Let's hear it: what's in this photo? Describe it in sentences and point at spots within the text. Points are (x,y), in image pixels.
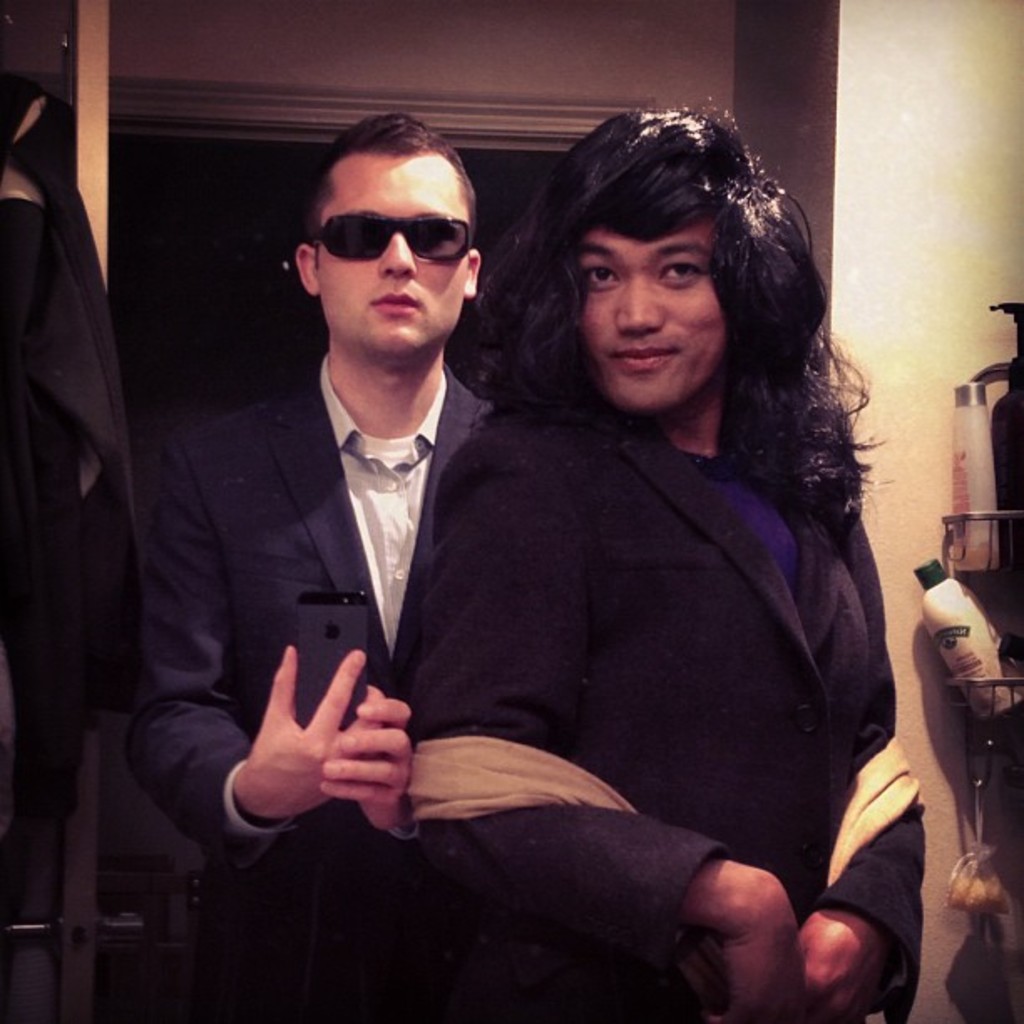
In this picture there is a man (429,166) who is wearing suit (268,471), goggles (387,232) and trouser (366,975), standing near to the another man (779,412) who is wearing blazer (726,542). In the back (261,124) we can see door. On the right (968,407) we can see shampoo bottles (1006,489) in this steel rack (954,520).
